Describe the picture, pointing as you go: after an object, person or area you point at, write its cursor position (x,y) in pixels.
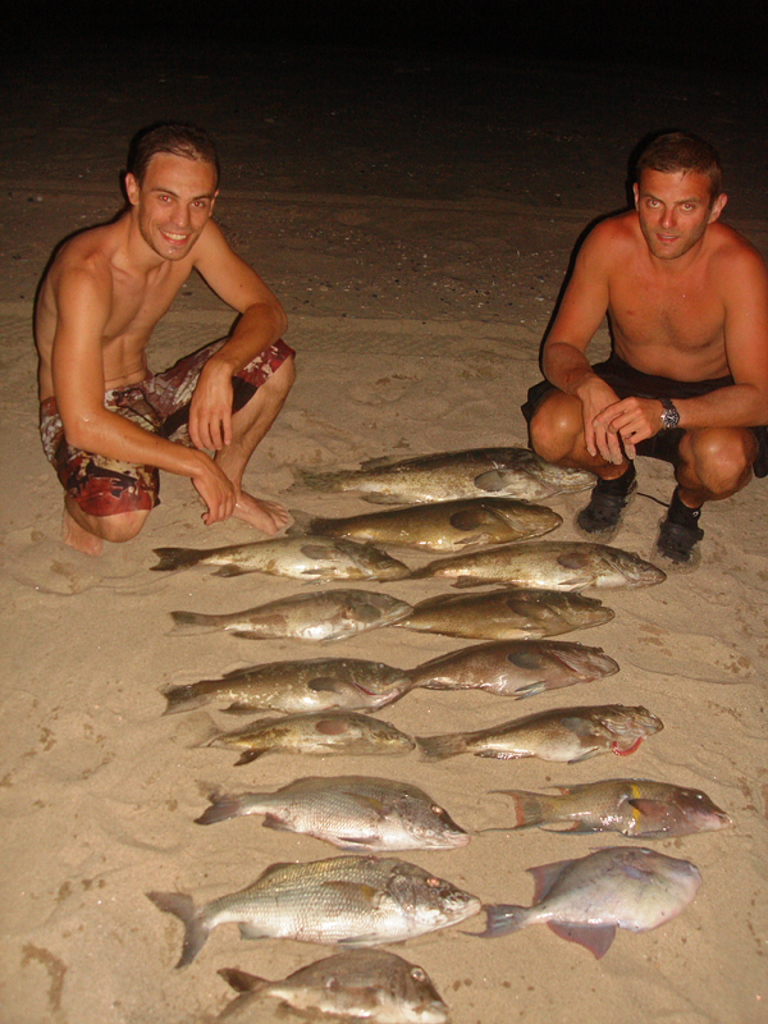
In this image there are two persons (240,389) with a smile on their face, in front of the two persons (125,292) there is fish (363,702) on the surface of the sand (275,582).
